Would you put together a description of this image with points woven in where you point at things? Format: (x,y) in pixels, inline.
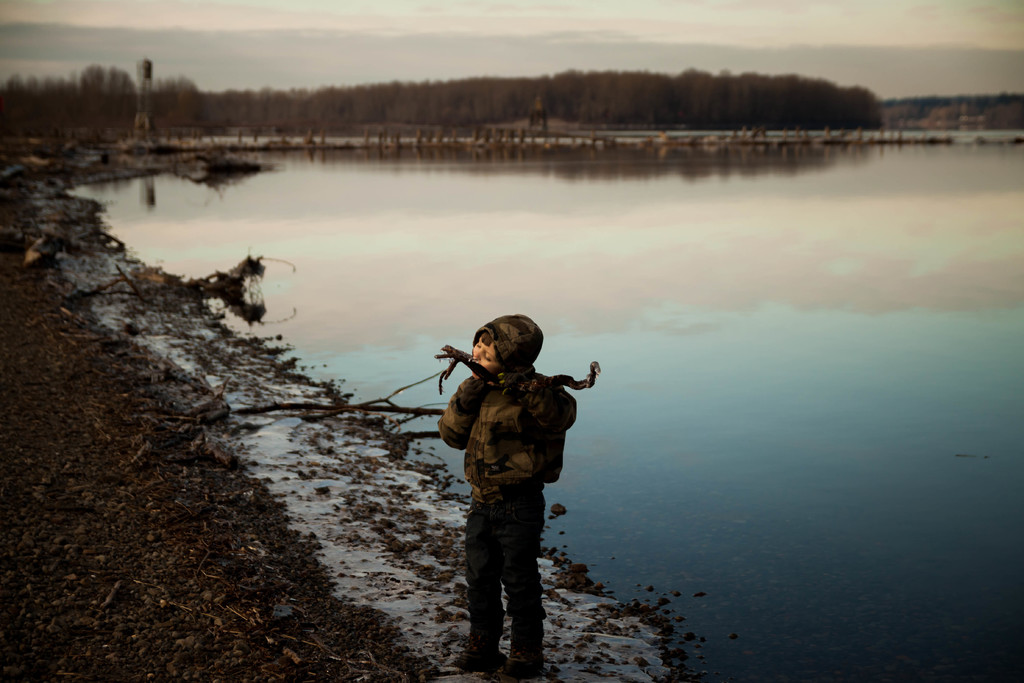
In the foreground of the image (520,478) we can see a boy (534,444) wearing a dress (547,442) is holding some object (533,382) in his hand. In the background (786,90), we can see water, group of trees (125,106), a tank (150,78) placed on the stand (145,121) and the cloudy sky (672,44).
